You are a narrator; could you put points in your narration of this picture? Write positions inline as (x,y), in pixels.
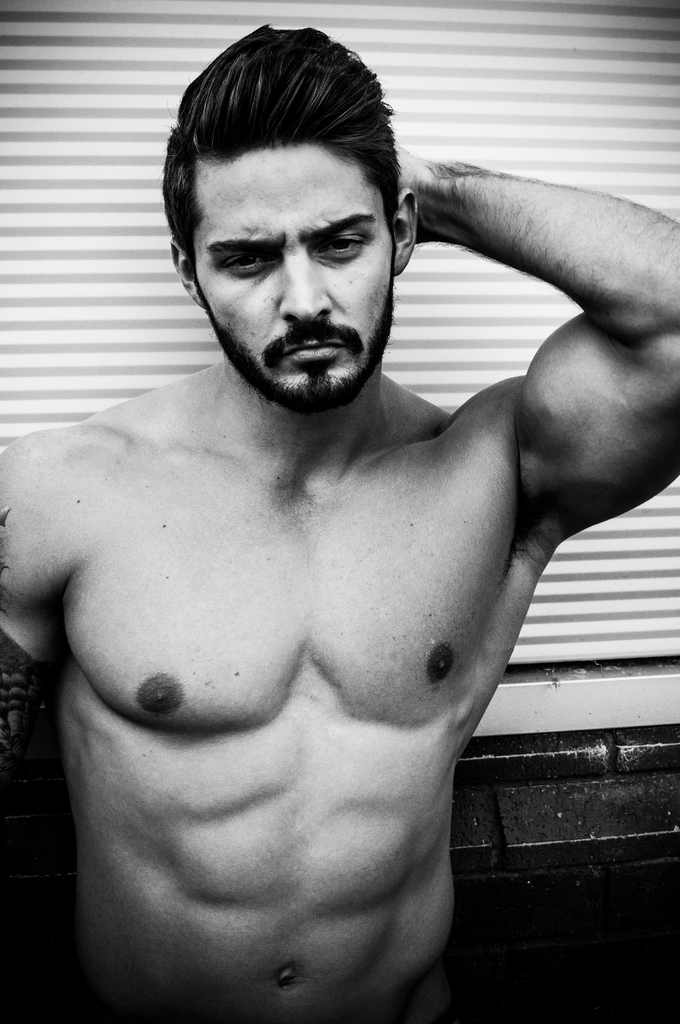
This image is a black and white image. In the middle of the image (367,436) there is a man (313,929) standing on the floor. In the background (573,648) there is a blind (590,148).
